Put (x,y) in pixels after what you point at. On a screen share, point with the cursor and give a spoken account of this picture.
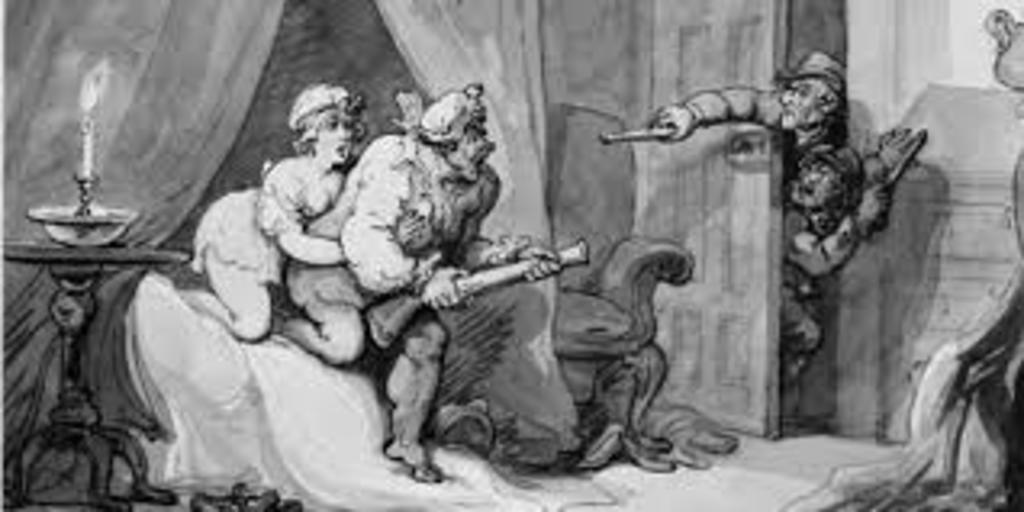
Here in this picture we can see an animated printed image (394,234) present.
